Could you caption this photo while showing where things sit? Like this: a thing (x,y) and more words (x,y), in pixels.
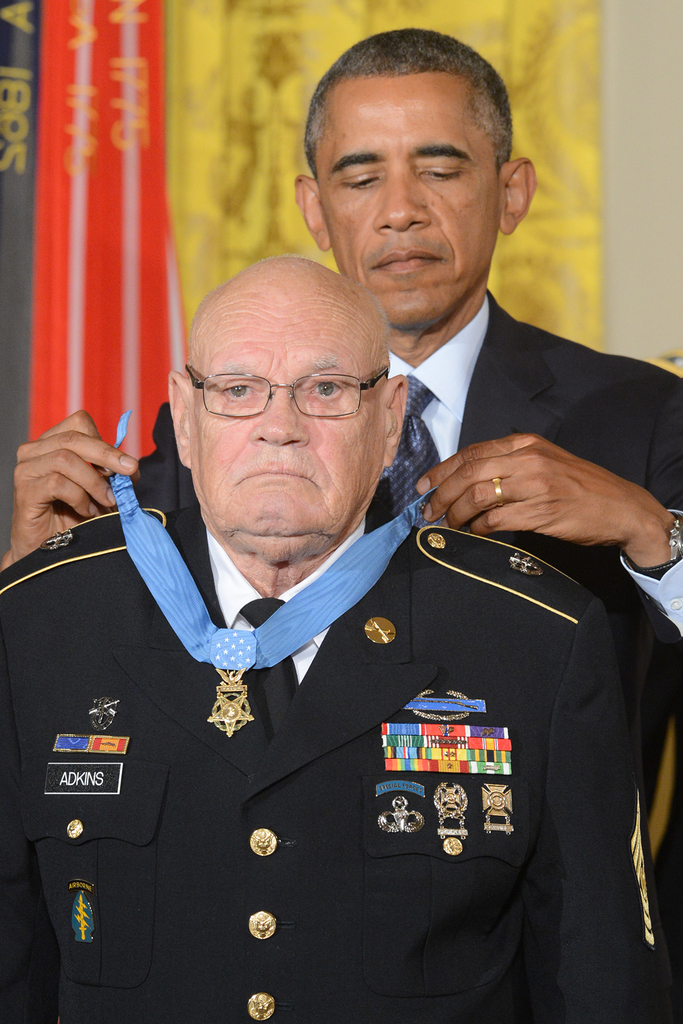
In the foreground of this image (295,810), there is a man (309,881) standing in black coat (250,881), behind him there is another person (430,200) putting a medal (214,633) to the person (280,674) in front of him. In the background (124,131), there are flags (151,84) and the wall (639,161).
